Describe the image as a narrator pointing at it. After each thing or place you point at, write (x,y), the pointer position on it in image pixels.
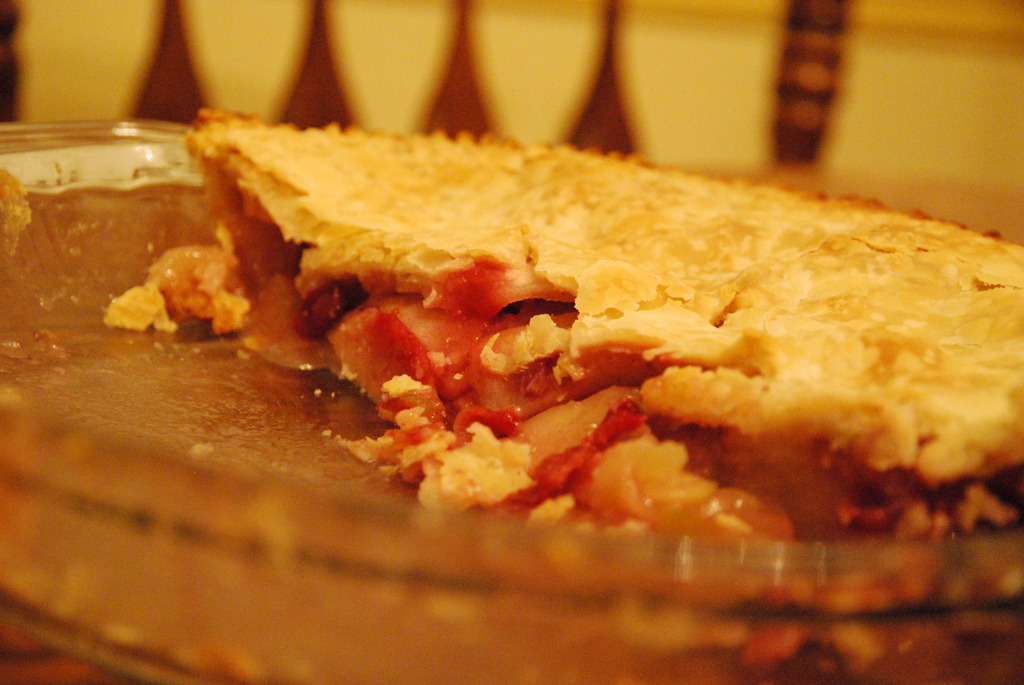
In this image, I can see a food item (455,456) on the glass plate (204,414). The background (93,67) looks yellow and brown in color.
